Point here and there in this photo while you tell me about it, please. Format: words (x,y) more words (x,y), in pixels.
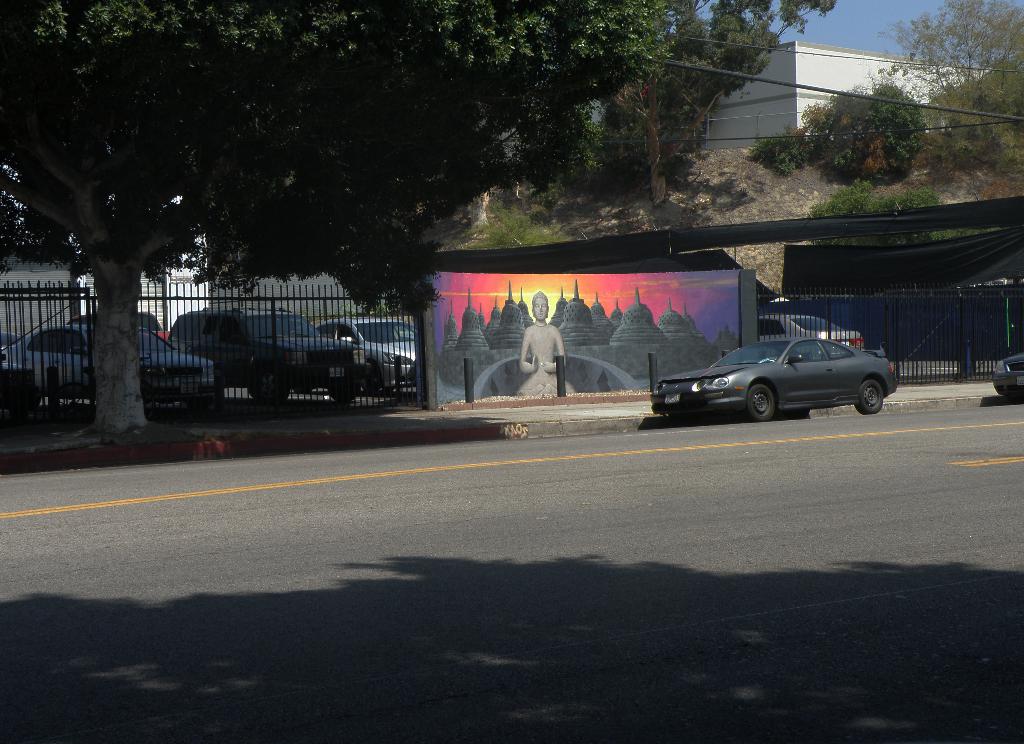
In this picture, we can see a few vehicles (385,363), wall (653,332) with some art (555,371) on it, we can see the road (704,454), trees (975,29), plants (957,161), ground (806,196), and we can see houses (811,78) and some poles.
